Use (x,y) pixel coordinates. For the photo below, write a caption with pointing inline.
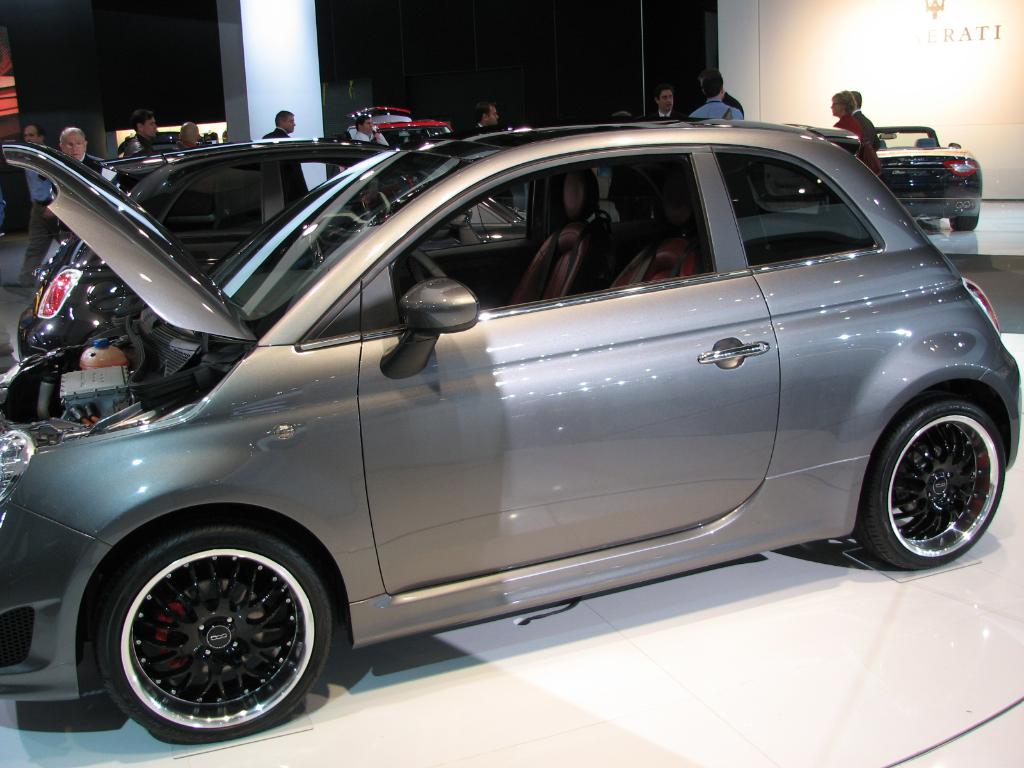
In this image we can see motor vehicles (447,344) and persons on the floor (658,597).
